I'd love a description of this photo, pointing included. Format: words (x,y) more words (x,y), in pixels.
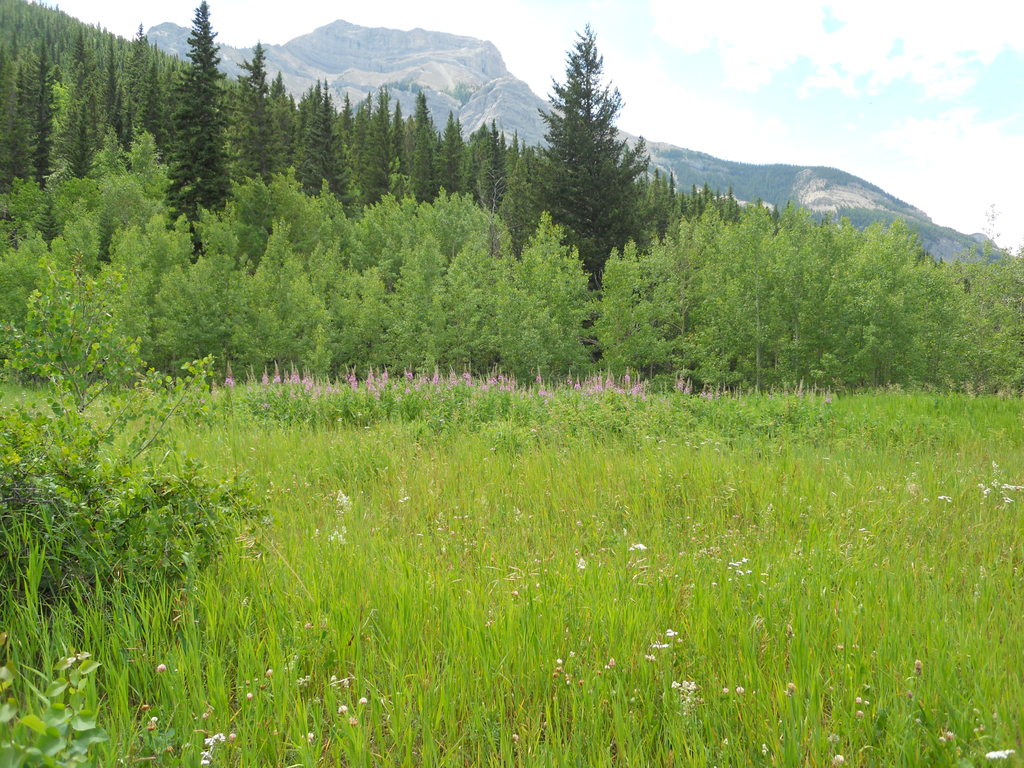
In the picture we can see grass plants (367,606) and just a far from it, we can see some plants (206,522), trees (62,95) and hill (61,42) and behind it, we can see a mountain (810,205) and in the background (712,132) we can see a sky (685,136) with clouds (668,137).
